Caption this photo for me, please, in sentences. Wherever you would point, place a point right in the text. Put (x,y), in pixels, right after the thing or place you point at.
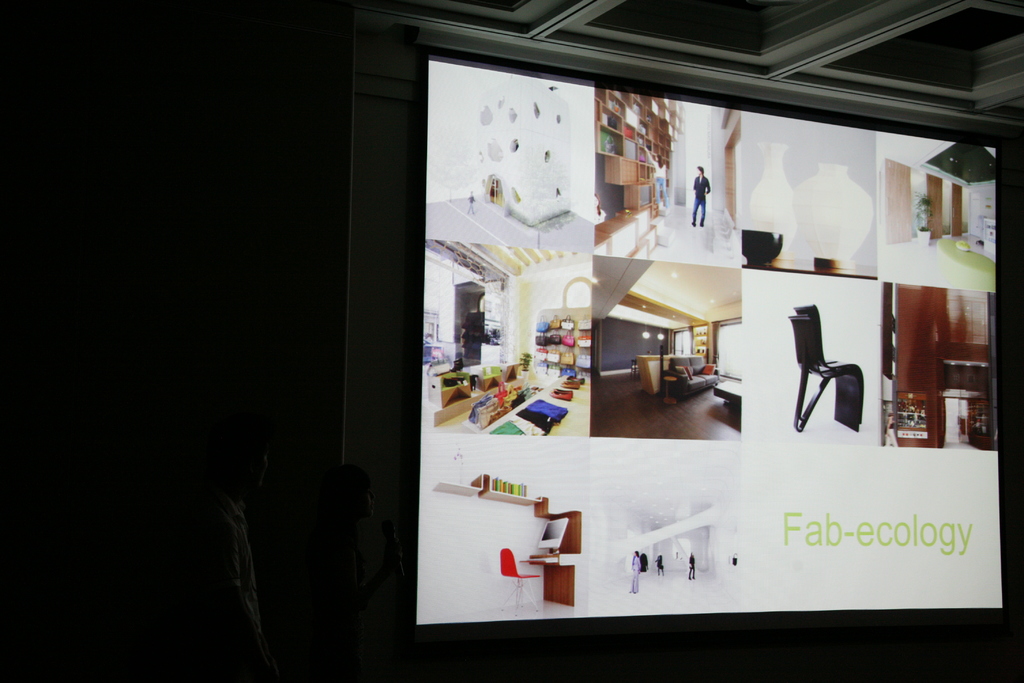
On the left side of the image (334,549) there are two persons (357,537) standing. There is a person (358,561) holding a mic (389,541). On the right side of the image (827,114) there is a screen (563,298) with images (722,326) and something written on it. At the top of the image (480,13) there is ceiling (999,51).
